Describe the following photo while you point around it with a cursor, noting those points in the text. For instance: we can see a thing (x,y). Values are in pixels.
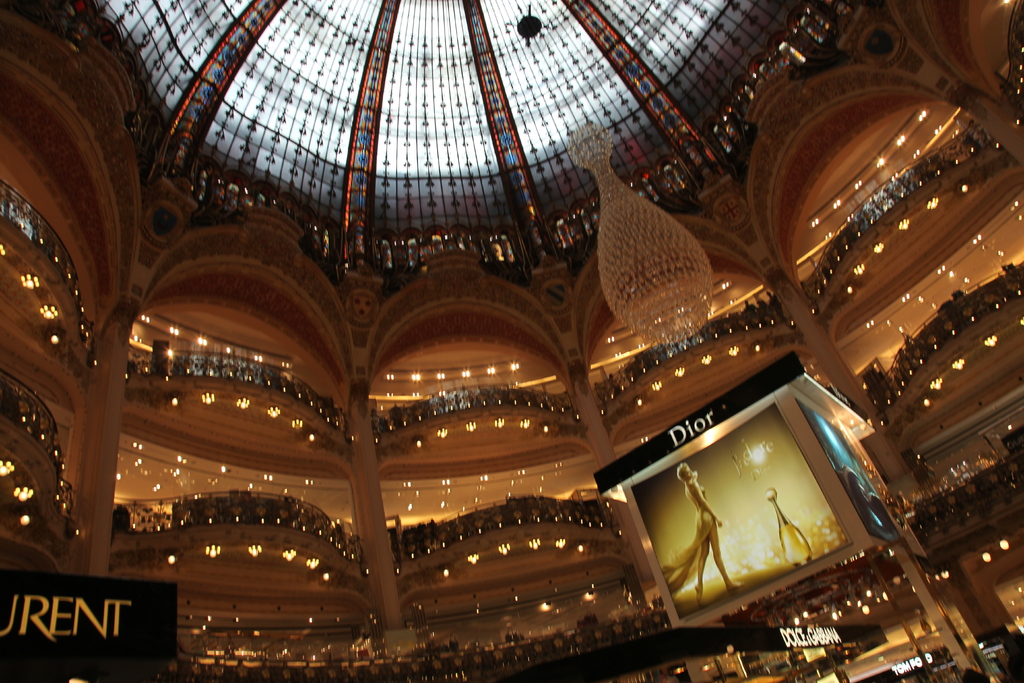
This picture is clicked inside the hall (154,457). On the right (758,520) we can see the pictures (723,491) and some text (711,420) on the banners (809,561). At the top (631,220) we can see a chandelier (653,258) hanging on the roof (509,190) and we can see the lights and deck rails (923,177) and the decoration lights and many other objects (23,608).
